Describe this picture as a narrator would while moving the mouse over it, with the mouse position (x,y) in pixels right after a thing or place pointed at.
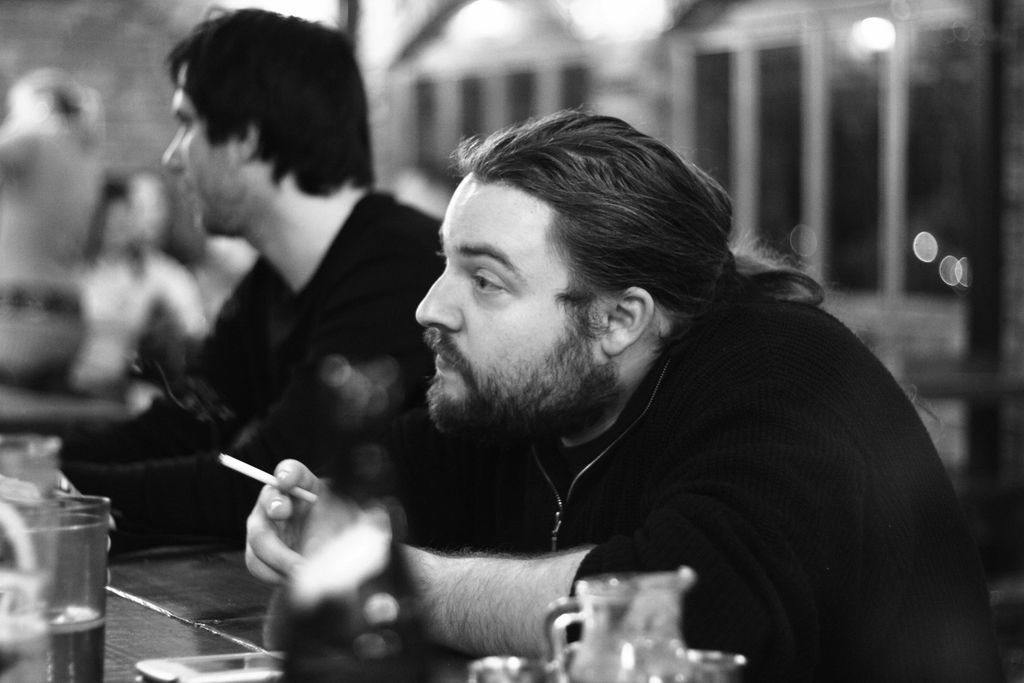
This is black and white picture there are two men (324,311) and this man (731,521) holding a cigarette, in front of these two men (521,406) we can see glass (57,578) and objects (339,630) on the table (241,631). In the background (446,34) it is blur.
